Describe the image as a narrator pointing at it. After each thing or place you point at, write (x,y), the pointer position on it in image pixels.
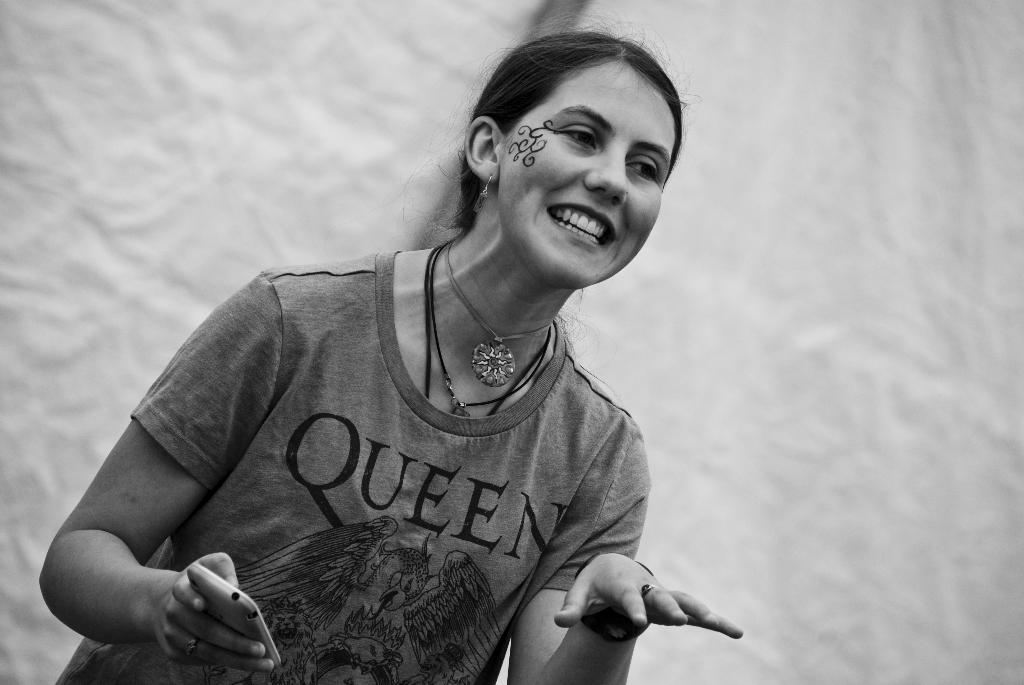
In this picture we can see a woman (388,479) and she is holding a mobile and in the background (616,355) we can see the wall (739,307).
